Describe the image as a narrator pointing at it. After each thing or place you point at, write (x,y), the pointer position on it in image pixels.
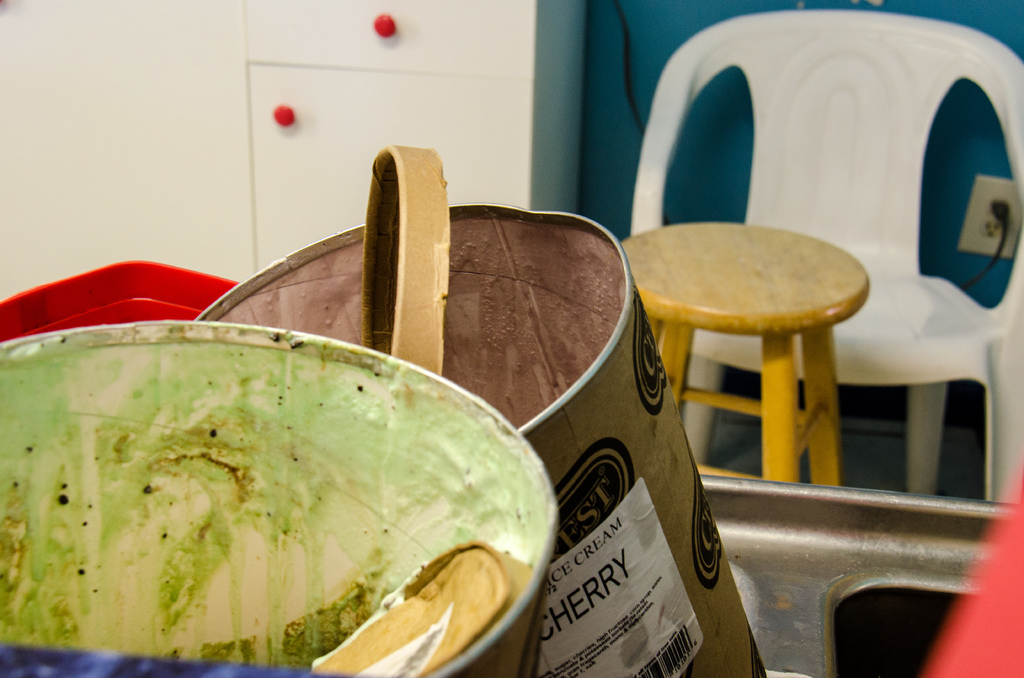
In this image we can see two ice cream containers (483,539) are kept on the sink (808,552). Back ground of the image (453,84) one cupboard (449,101), chair (850,160) and stool (777,365) is present. The wall (614,25) is in blue color with one switch board (983,202) attached to it.
